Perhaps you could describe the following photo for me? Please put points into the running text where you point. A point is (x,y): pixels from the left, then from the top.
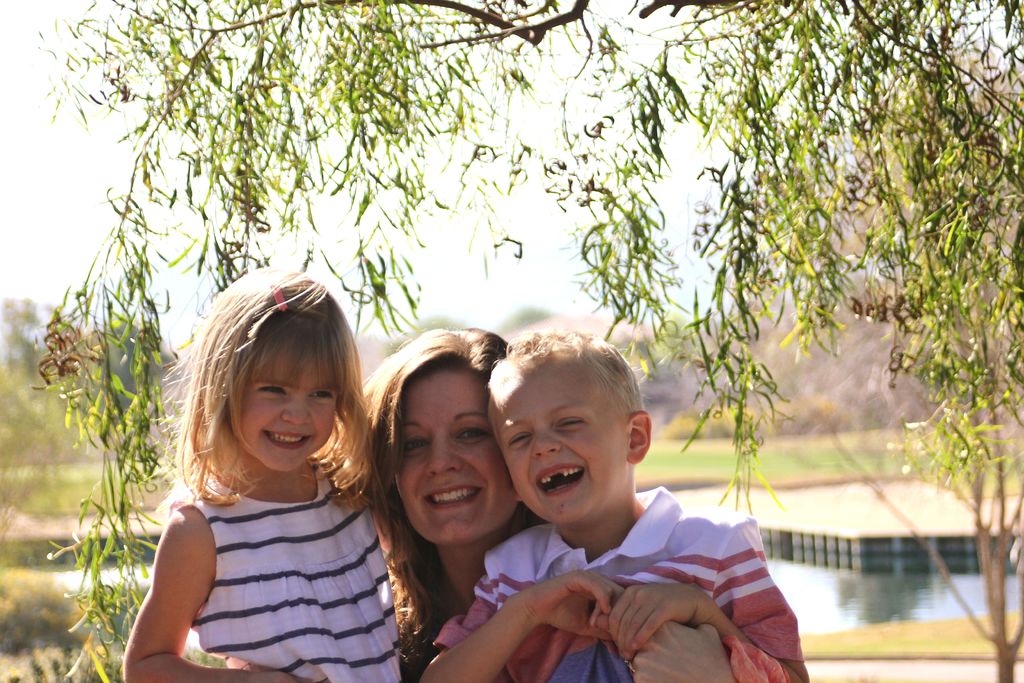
In this image we can see three persons (443,510). There is a grassy land (821,457) in the image. There are many trees (842,421) in the image. There is a sky (66,204) in the image. There is a lake (876,584) in the image.
